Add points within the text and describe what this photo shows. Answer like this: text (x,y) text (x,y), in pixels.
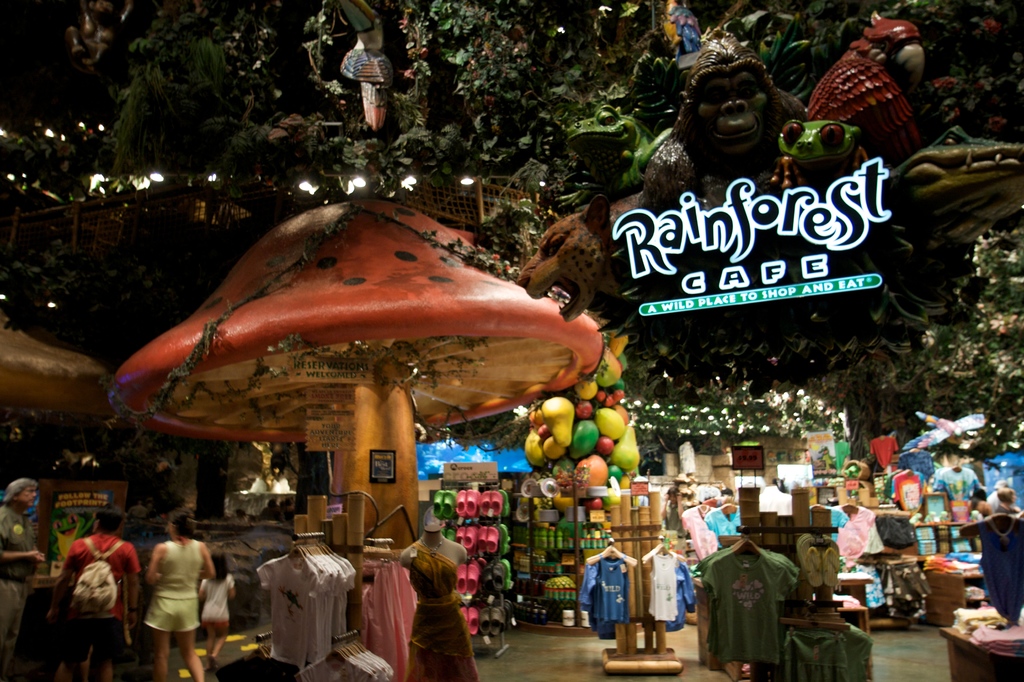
In this picture we can see few people (2,662) standing on the path (22,662) on the left side (10,520). There are few clothes (621,592) on the hanging rod (624,638). We can see some foot wears (457,586) in a rack (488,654). There is a mannequin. We can see few animals (825,124) on top right (721,118). There are few trees (925,390) and lights (412,177) on top (547,172).
